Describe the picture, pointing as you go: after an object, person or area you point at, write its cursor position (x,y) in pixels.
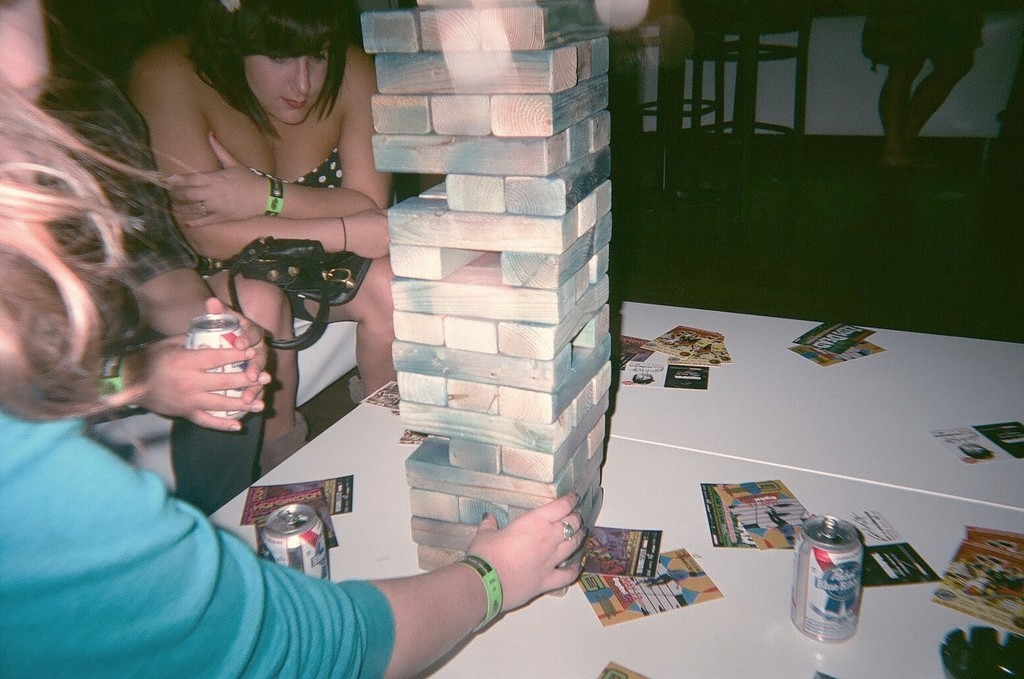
This picture is clicked inside the room (214,376). On the left (118,230) we can see the group of persons (103,298) sitting and we can see the cans (315,545), pamphlets (962,548) and some objects (452,163) seems to be the bricks (500,394) are placed on the top of the tables (674,425). In the background (929,87) we can see the group of persons (964,55), some objects (739,103), wall (837,117) and we can see a person (240,381) holding a can (232,346) and sitting and we can see some other objects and a black color handbag (305,270).
